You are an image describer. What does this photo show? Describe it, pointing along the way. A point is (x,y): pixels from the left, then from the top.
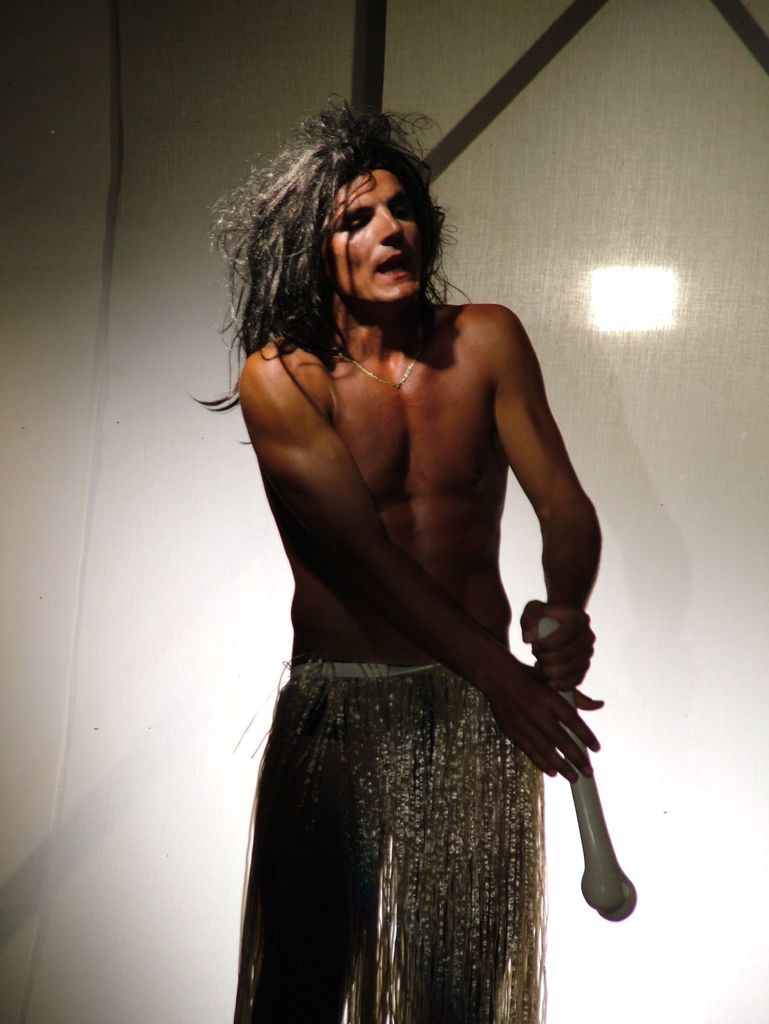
In this picture there is a man (310,479) holding a bone (629,907). In the background of the image (719,158) we can see few objects (373,62).
